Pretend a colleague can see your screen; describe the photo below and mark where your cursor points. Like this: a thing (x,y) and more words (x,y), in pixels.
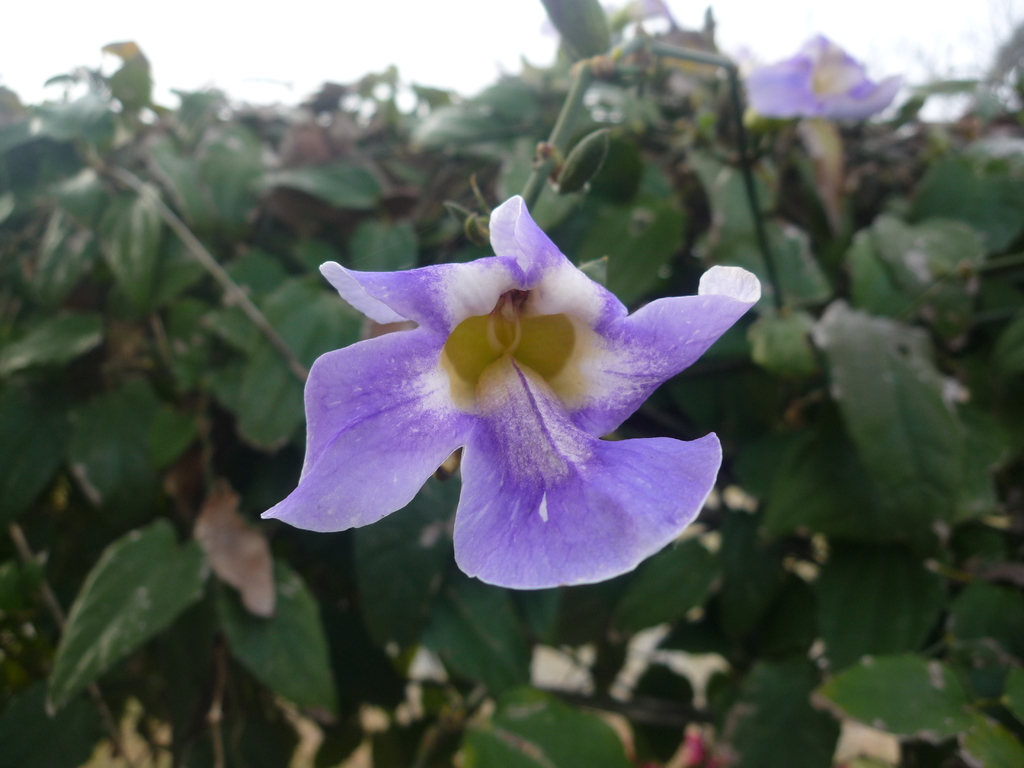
In this picture there is a flower (467,384) which is in violet and white color and there are few green leaves (826,356) behind it.
